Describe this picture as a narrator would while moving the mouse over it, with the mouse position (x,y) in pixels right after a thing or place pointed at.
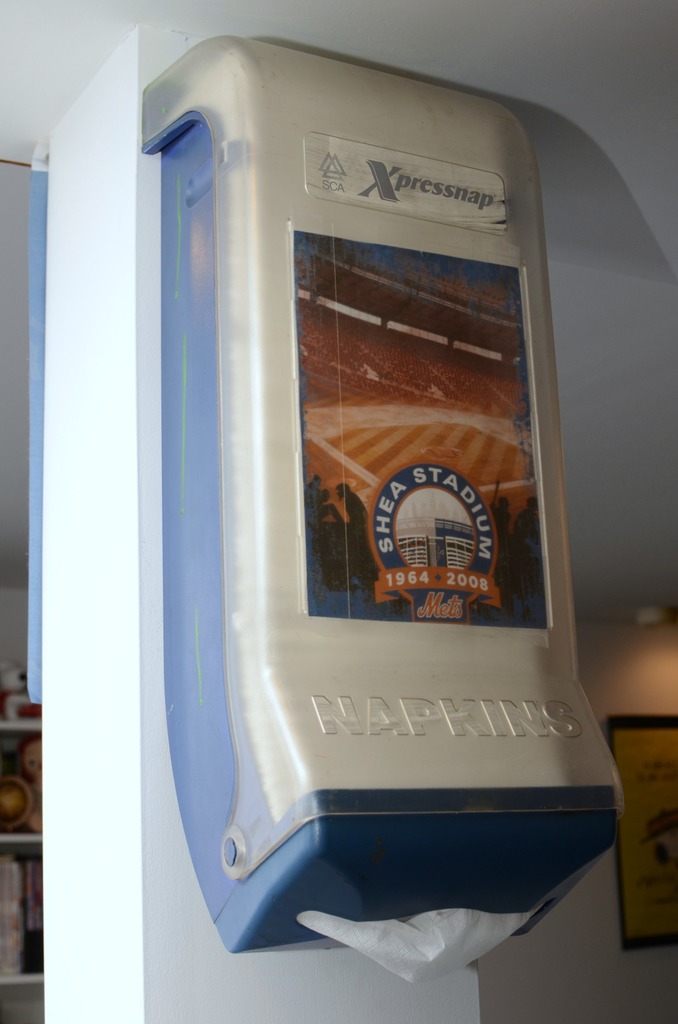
In the center of this picture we can see an object (454,643) seems to be the tissue box holder (396,283) which is hanging on the wall (131,458). In the background (29,723) we can see the cabinet (24,838) containing some objects (21,680) and we can see an object (660,819) hanging on the wall (620,680).
